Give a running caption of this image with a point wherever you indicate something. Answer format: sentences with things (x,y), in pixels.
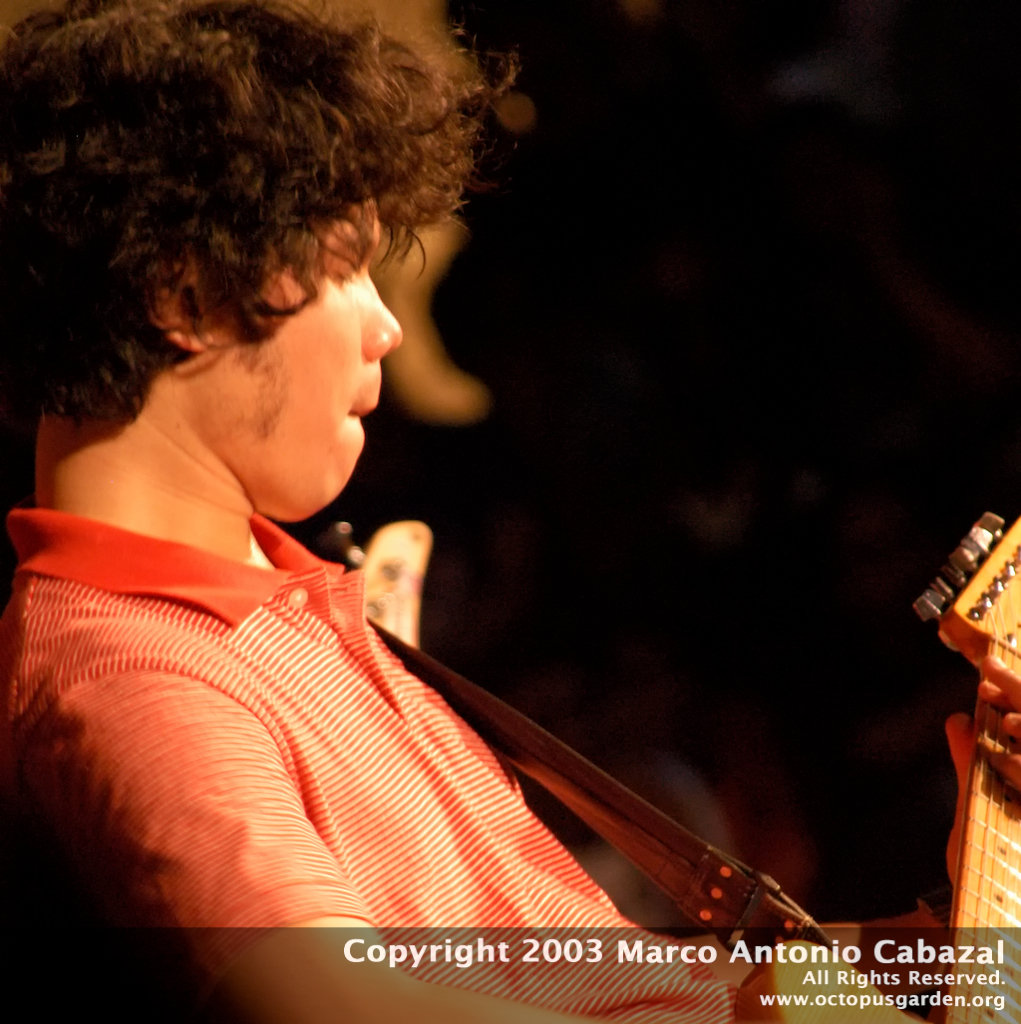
In this image we can see a person (453,850) playing a guitar (973,795) and some text (979,999) in the bottom of the image (858,974) and a dark background (688,773).
